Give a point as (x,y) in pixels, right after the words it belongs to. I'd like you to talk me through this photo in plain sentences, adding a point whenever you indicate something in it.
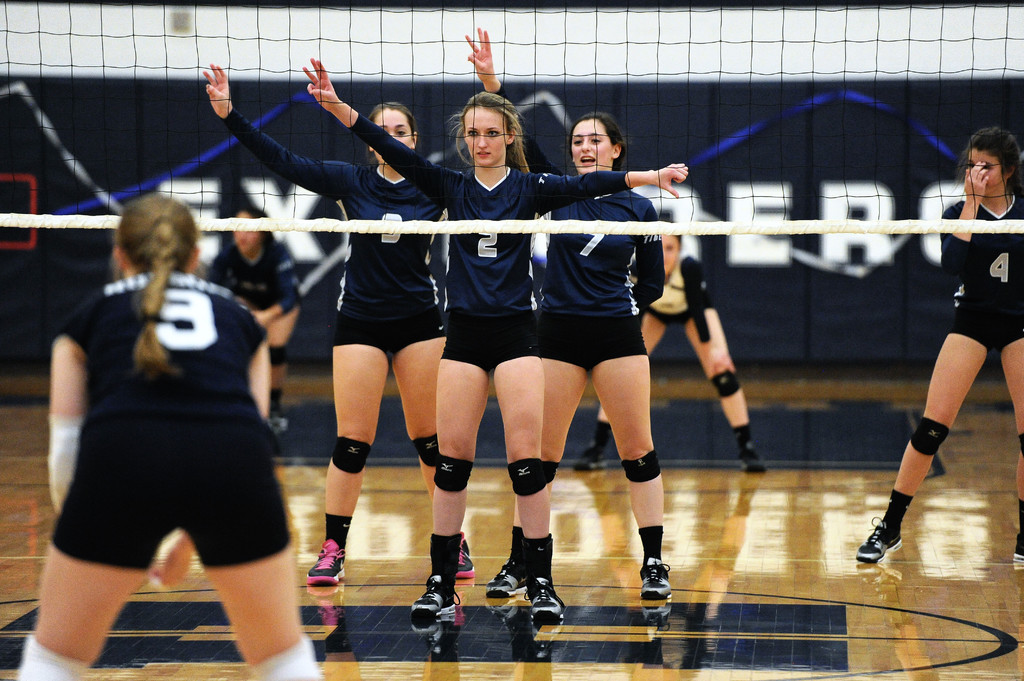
In this image it looks like it is a volleyball match. In the image there are three girls (468,288) standing on the floor (506,534) by raising their hands (493,75). In front of them there is a net (345,101). In the background (846,148) there is a wall (833,265).
